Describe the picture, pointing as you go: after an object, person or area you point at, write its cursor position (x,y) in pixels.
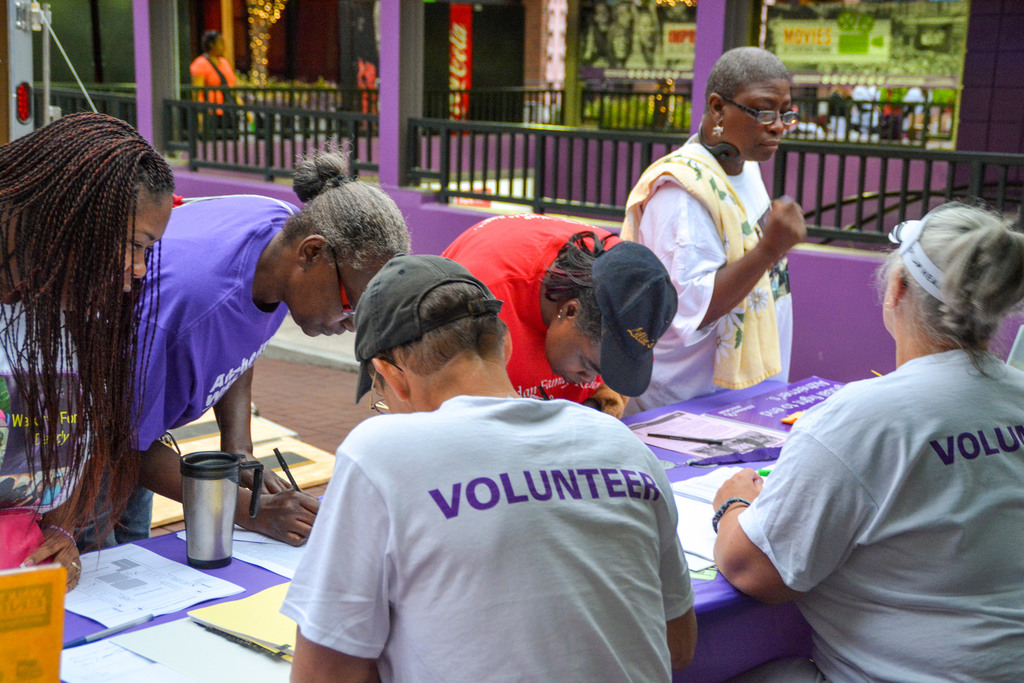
In this image I can see the group of people (473,328) with different color dresses (477,535). I can see two people (505,393) wearing the caps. There is a table (243,663) in-front of these people (527,337). On the table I can see the papers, jug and pens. In the background (394,193) I can see the railing (442,180), one more person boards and the building (545,66).
